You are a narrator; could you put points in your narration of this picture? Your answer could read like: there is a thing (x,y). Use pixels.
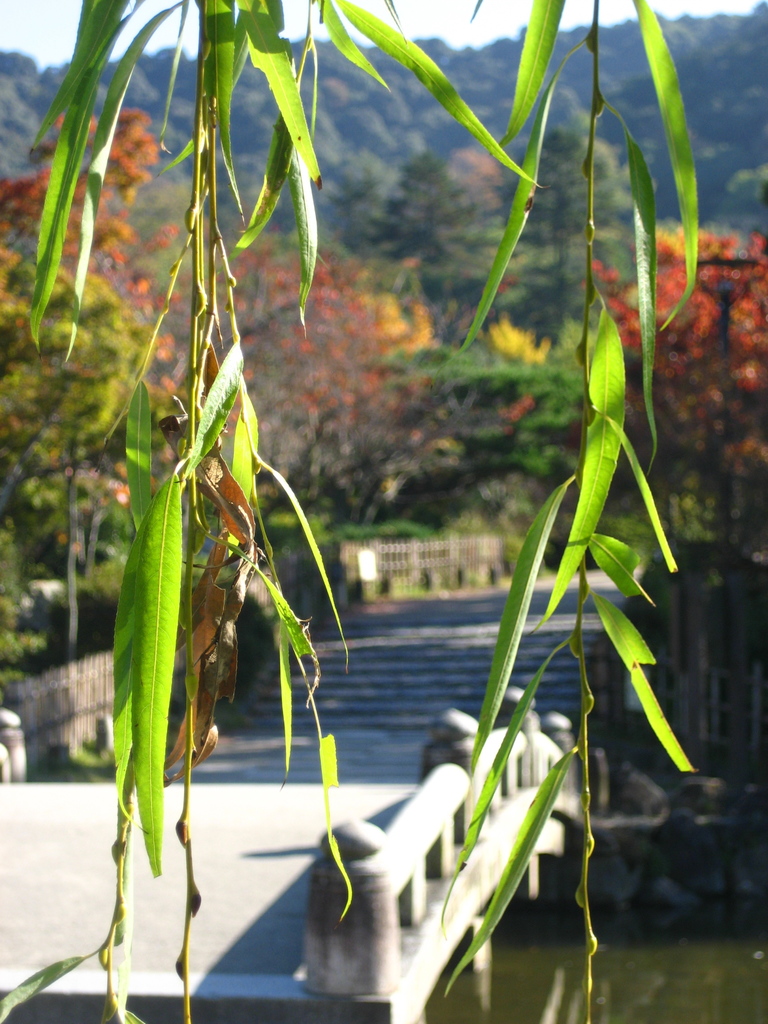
This image is taken outdoors. At the right bottom of the image (584,981) there is a pond (603,953) with water (619,949). At the left bottom of the image (157,895) there is a floor (154,882) and there is a railing (487,842). It is a bridge (221,866). There are a few pillars (534,874). In the middle of the image (383,660) there are a few stairs (384,661). There is a fence (92,686). In the background (671,428) there are many trees (679,534) and plants (105,473) with leaves (648,387), stems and branches (276,322). At the top of the image (76,30) there is the sky (455,21).
